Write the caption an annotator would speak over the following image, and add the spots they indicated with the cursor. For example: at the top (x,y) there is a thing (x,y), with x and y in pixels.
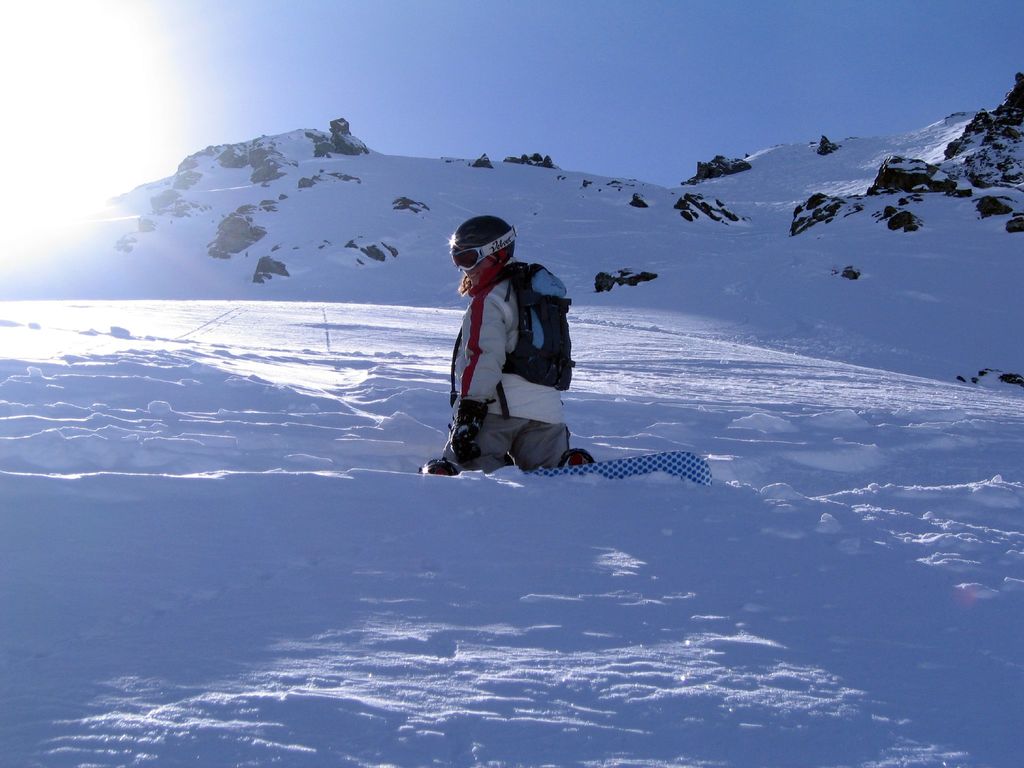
There is a person (501,338) sitting on his knees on the snow (500,473) and there is a mountain (450,181) covered with snow (872,179) in the background (414,162).
